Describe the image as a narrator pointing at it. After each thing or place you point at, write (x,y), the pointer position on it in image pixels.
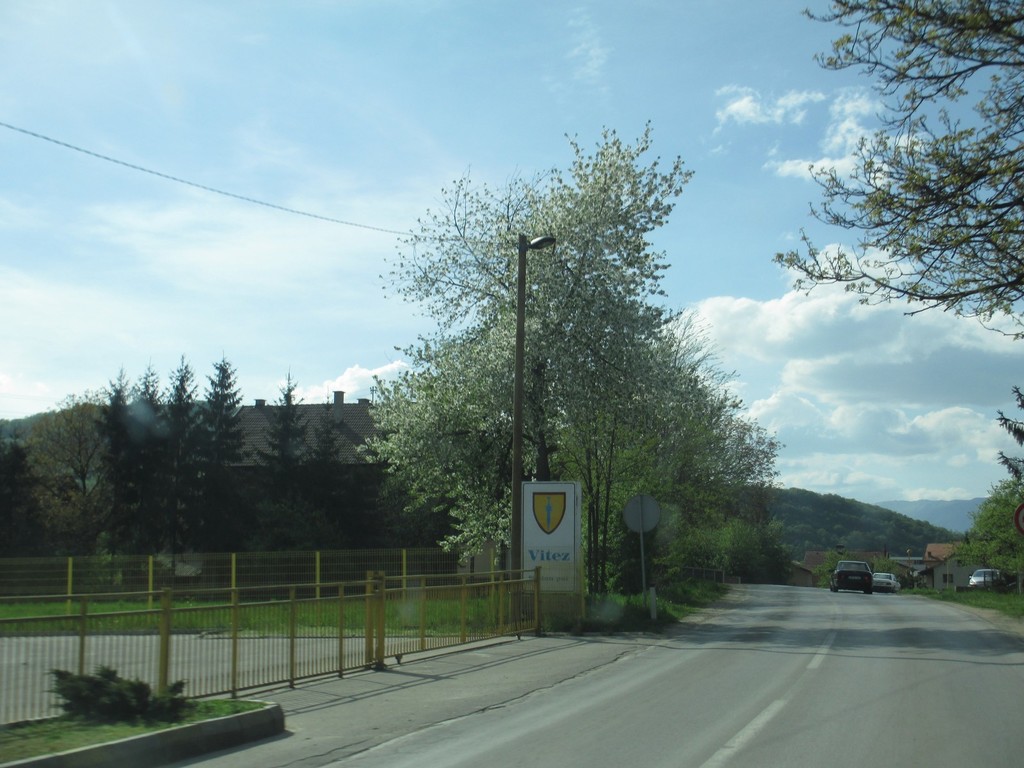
This is the picture of outdoor. We can see vehicles (893,581) on the road (892,597). On the left side of the picture (160,591) there is a fence (325,644). This is the pole (518,284) having a streetlight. On the right side of the picture (921,151) there is a tree (926,191). On the background of the picture (344,16) there is a sky (757,243) with the clouds (802,334).
